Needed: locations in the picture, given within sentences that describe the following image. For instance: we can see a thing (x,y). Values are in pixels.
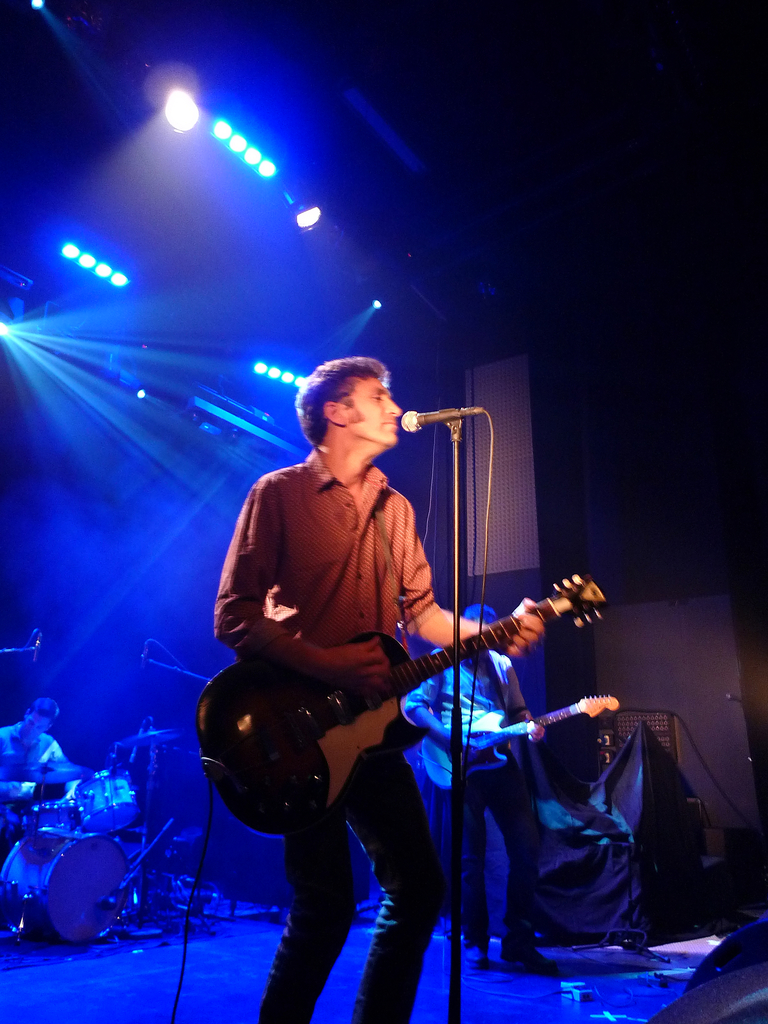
This picture is clicked inside. In the center (318,459) there is a person (312,517) wearing shirt (353,530), standing on the ground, playing guitar (537,610) and there is a microphone (412,426) attached to the stand (451,948). In the background (430,691) we can see the two persons (16,744) playing musical instruments (96,846) and we can see the focusing lights (170,98) and many other objects (569,818).
